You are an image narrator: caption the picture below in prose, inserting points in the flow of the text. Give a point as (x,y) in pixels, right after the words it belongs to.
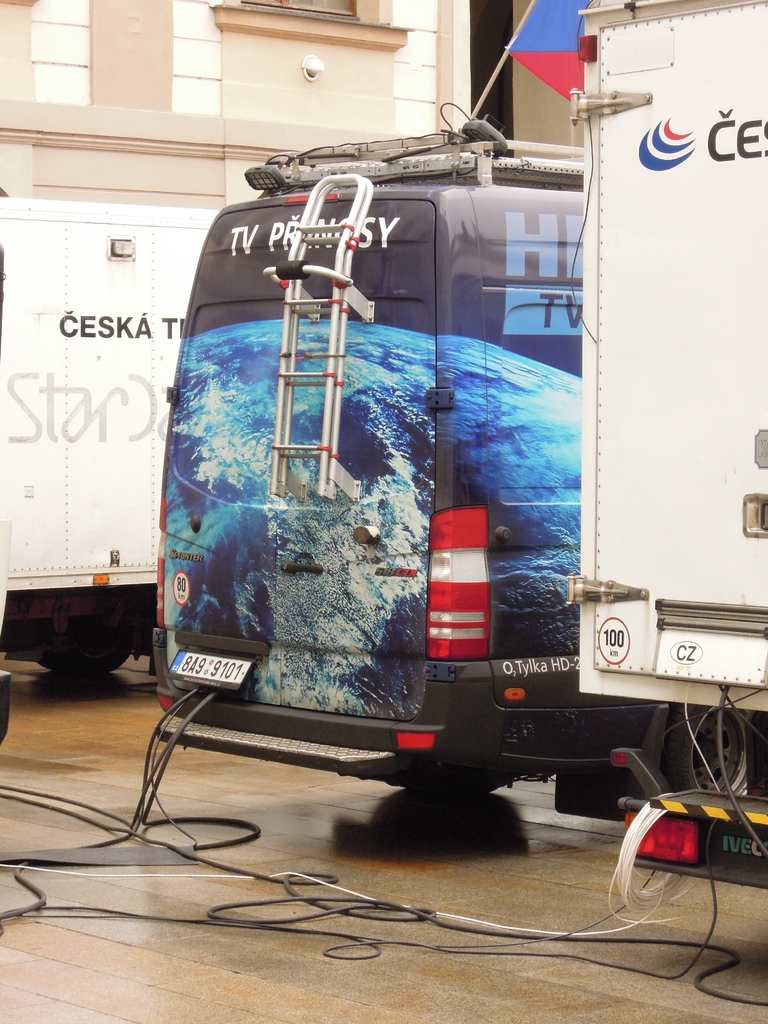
In this image, we can see few vehicles (585,46) are on the platform (165,989). Here we can see some wires (753,1002). Background (416,80) there is a building (361,80), flag (540,62) with rod (488,80).
